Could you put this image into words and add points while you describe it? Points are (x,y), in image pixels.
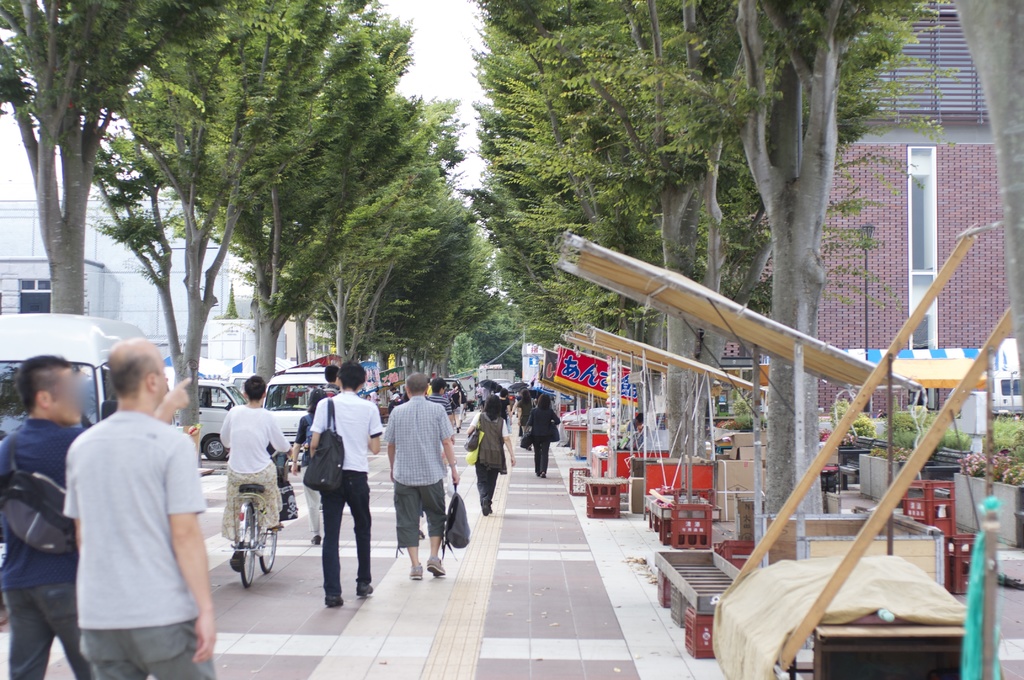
In the middle of the image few people (212,642) are walking and riding bicycles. In front of them we can see some trees (677,197), tents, plants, buildings (9,291), poles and we can see some vehicles (25,338) on the road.
